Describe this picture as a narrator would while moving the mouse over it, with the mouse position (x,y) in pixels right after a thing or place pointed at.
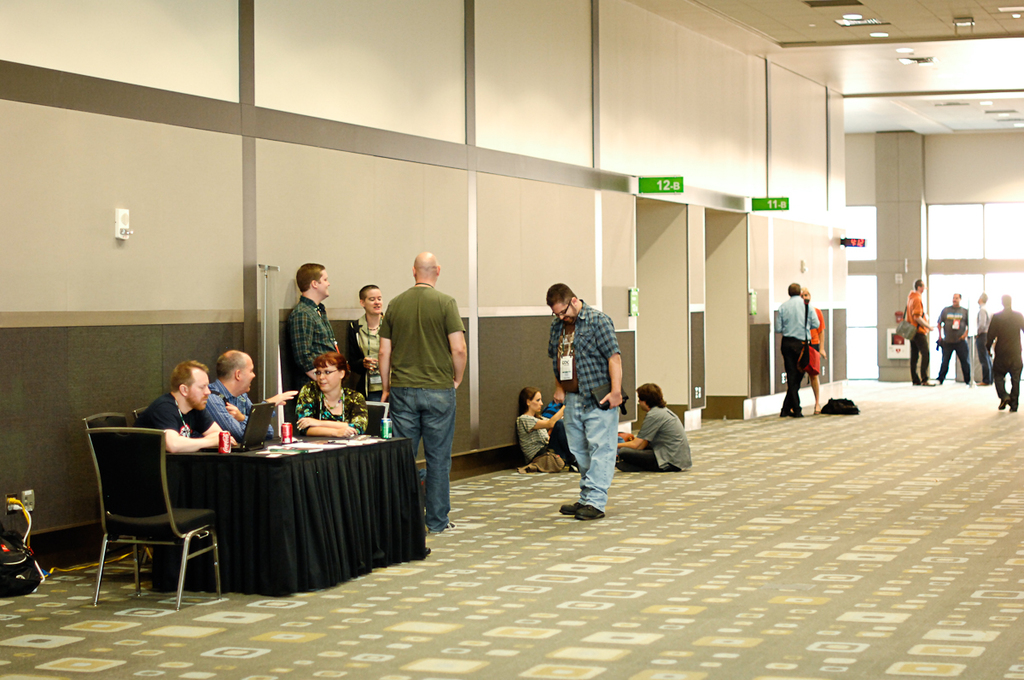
On the left side of the image (243,396) three persons (223,398) are sitting on the chairs (162,490) around the table (241,470). In the background (283,133) I can see a wall (324,157). On the right side of the image (908,316) few persons (967,343) are standing and discussing. In the middle of the image (658,430) few people (658,430) are sitting on the floor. On the left side of the image (20,576) I can see a black color bag (19,575).
